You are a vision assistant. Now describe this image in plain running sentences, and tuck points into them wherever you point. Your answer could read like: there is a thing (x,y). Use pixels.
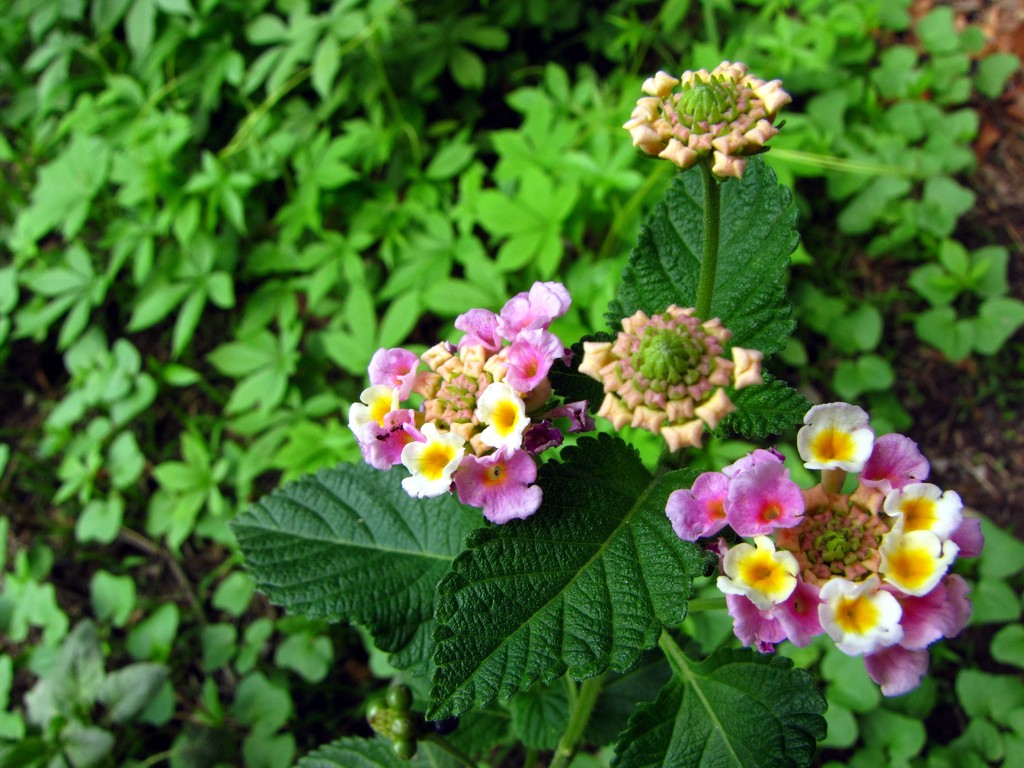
This picture is clicked outside. On the right (732,271) we can see the flowers (642,373) and the plant (618,573). In the background (957,394) we can see the ground (959,392) and the plants (285,261).
